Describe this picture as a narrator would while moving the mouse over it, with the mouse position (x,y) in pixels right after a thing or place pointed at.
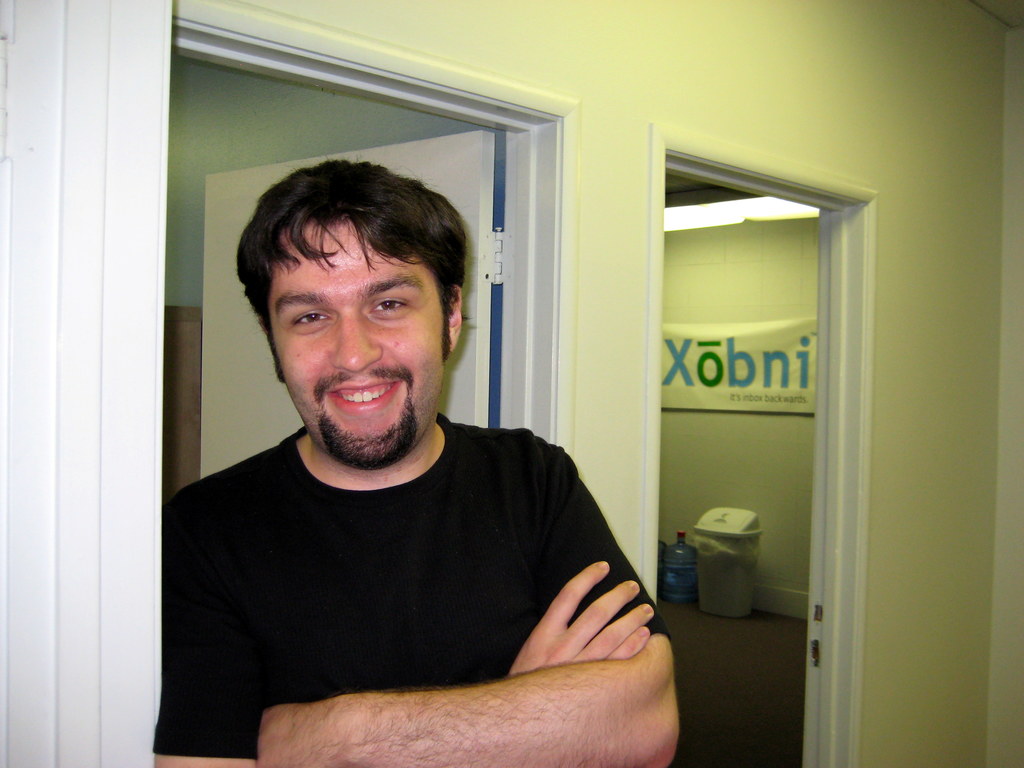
In this picture there is a man (495,512) with black t-shirt (238,606) is standing and smiling. At the back (732,392) there are doors (212,356) and there is a dustbin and there are bottles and there is a banner (809,408) and there is text (713,385) on the banner (750,385). At the top (754,201) there is a light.
